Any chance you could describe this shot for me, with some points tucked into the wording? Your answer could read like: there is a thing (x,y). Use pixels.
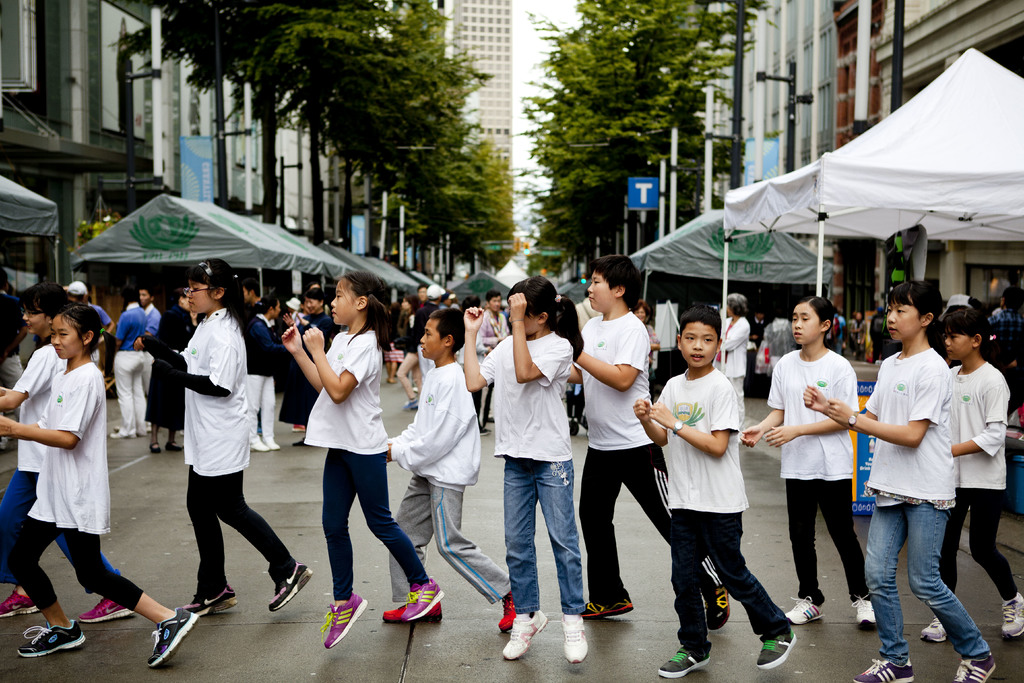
In this image I can see a group of children (517,421) are doing the dance, they wore white color t-shirts (475,469). There are tents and trees (475,213) on either side of this image, at the top (503,89) there is the building (503,135).
